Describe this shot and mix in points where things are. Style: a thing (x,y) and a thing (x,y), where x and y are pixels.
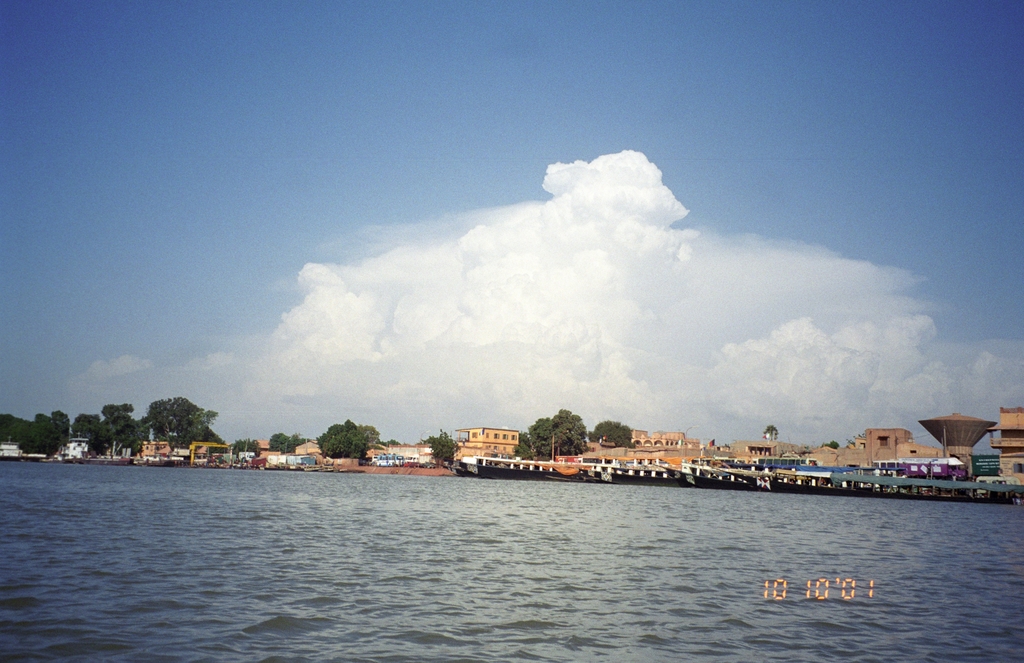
In this image I can see few boats (899,477) on the water (756,540), background (887,409) I can see trees (76,435) in green color, buildings (779,452) in cream and white color, and the sky (458,91) is in blue and white color.
